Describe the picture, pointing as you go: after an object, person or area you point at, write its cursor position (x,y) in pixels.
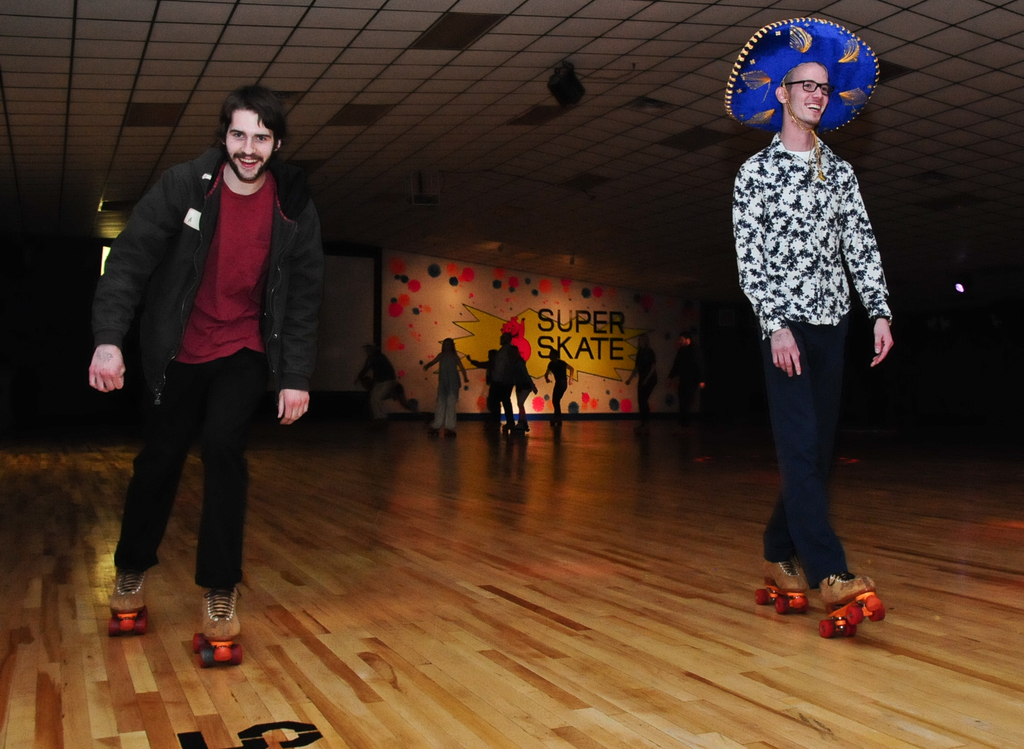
In this image we can see people (211,448) skating on the floor (661,658). In the background (474,341) there is a board (633,410) and we can see lights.
